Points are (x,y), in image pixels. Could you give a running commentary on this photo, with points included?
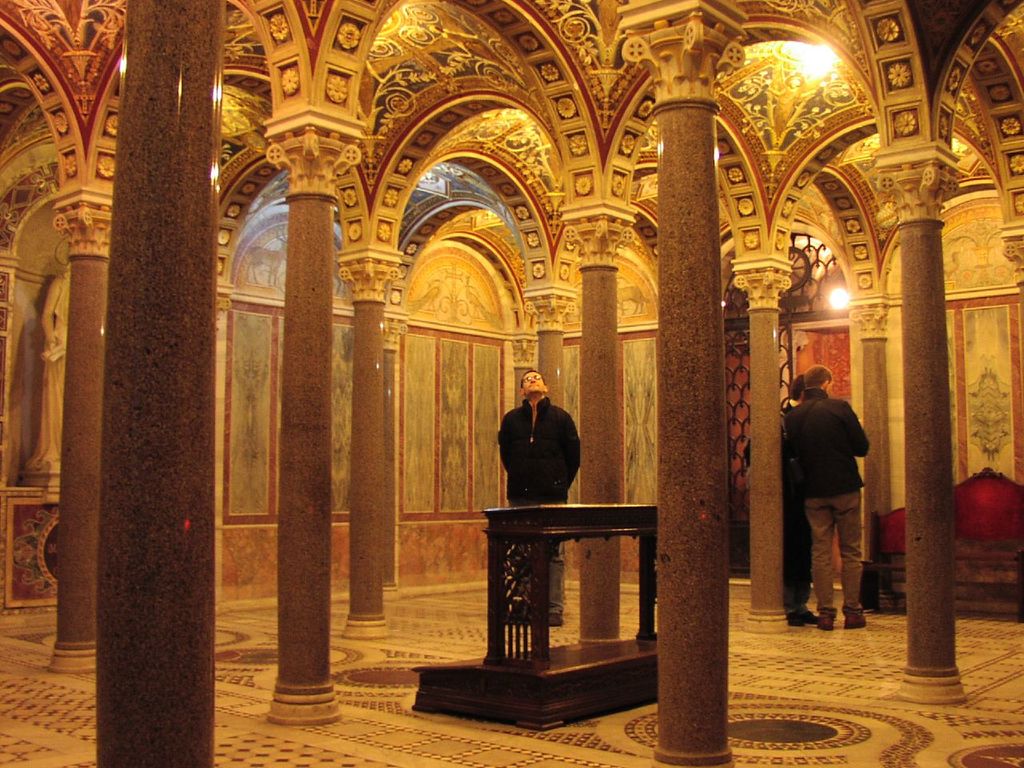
In this image, I can see three people (795,444) standing. This looks like a couch (979,578). I think this picture was taken inside the building (559,153). These are the pillars (313,370). I can see the designs (65,24) on the walls (410,405). This looks like a wooden object (490,682), which is on the floor (402,683).
